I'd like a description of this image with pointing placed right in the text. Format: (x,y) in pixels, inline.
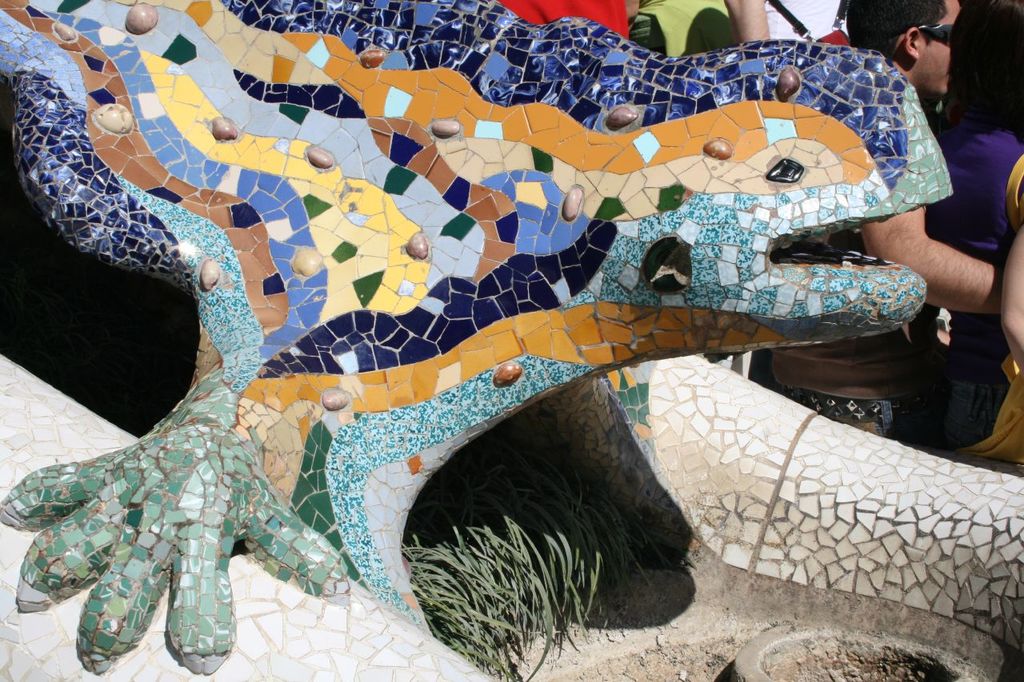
Here I can see a sculpture (179,247) which is looking like an animal. On this I can see multiple color marbles (336,135). On the right top of the image (897,48) I can see few people (937,311) are standing.
